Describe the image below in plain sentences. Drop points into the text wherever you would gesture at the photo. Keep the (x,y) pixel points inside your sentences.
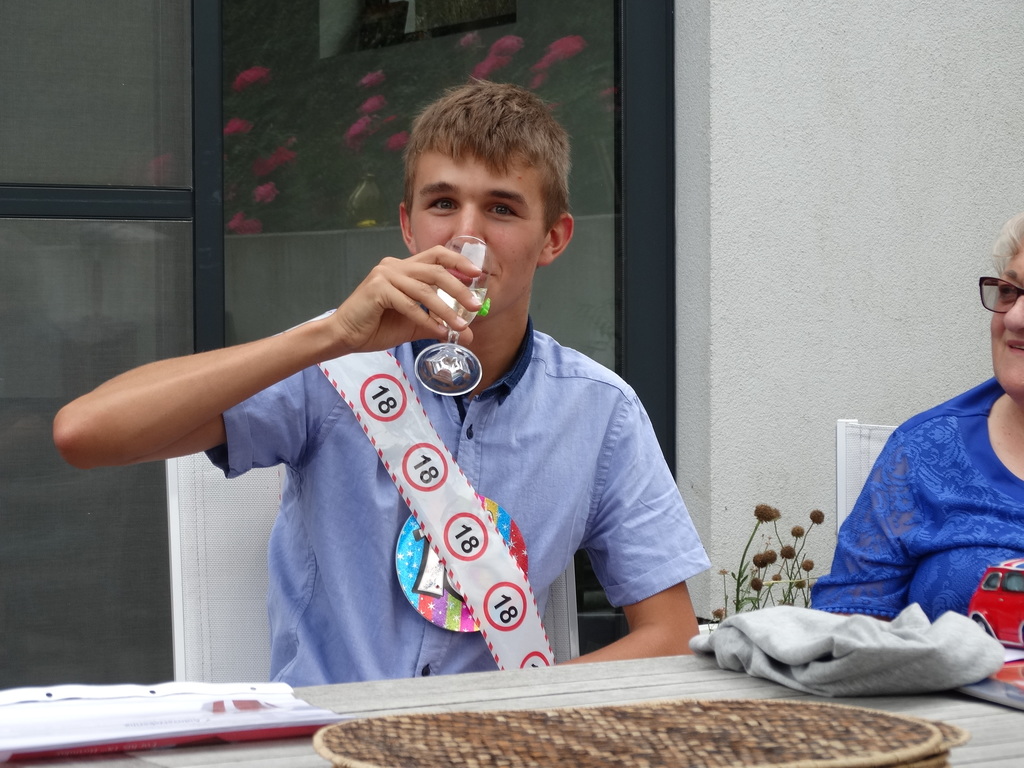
In the foreground of this image (435,533), there is a man (476,582) sitting on the chair (261,588), holding a glass (460,368) and wearing a sash ribbon (429,471). On the bottom (471,709), there is a table (702,694) on which a file (264,700), a basket like an object (878,746), a toy car (989,612) and a jacket (955,635) is on it. On the right (942,557), there is a woman (978,459), a plant (779,551) and a wall (791,28) and there is also a glass door (319,91) in the background (367,87).
